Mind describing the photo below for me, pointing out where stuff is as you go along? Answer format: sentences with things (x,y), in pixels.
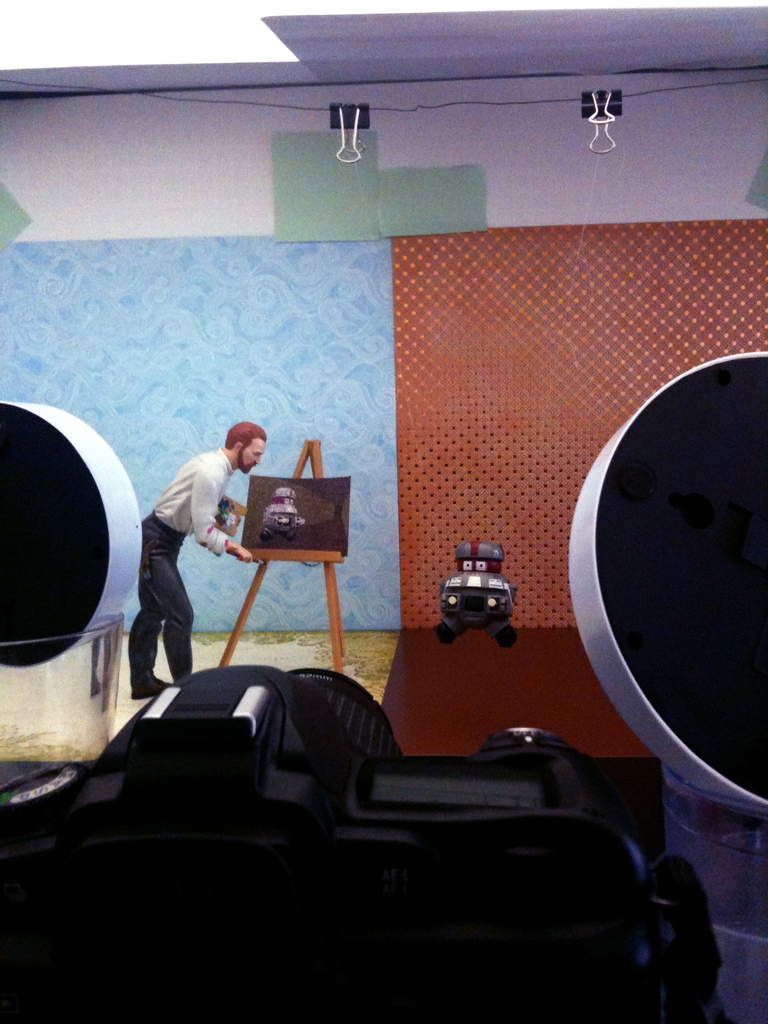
This is an animation picture. There is a person (219,532) standing and holding the board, there is a board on the stand (331,646). In the foreground (390,840) there is a camera (309,851). At the back (462,599) there is a toy (491,582) and there is a picture (338,523) of a toy (274,492) on the board (324,542). At the top (264,43) there are paper clips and there is a light (258,53).
